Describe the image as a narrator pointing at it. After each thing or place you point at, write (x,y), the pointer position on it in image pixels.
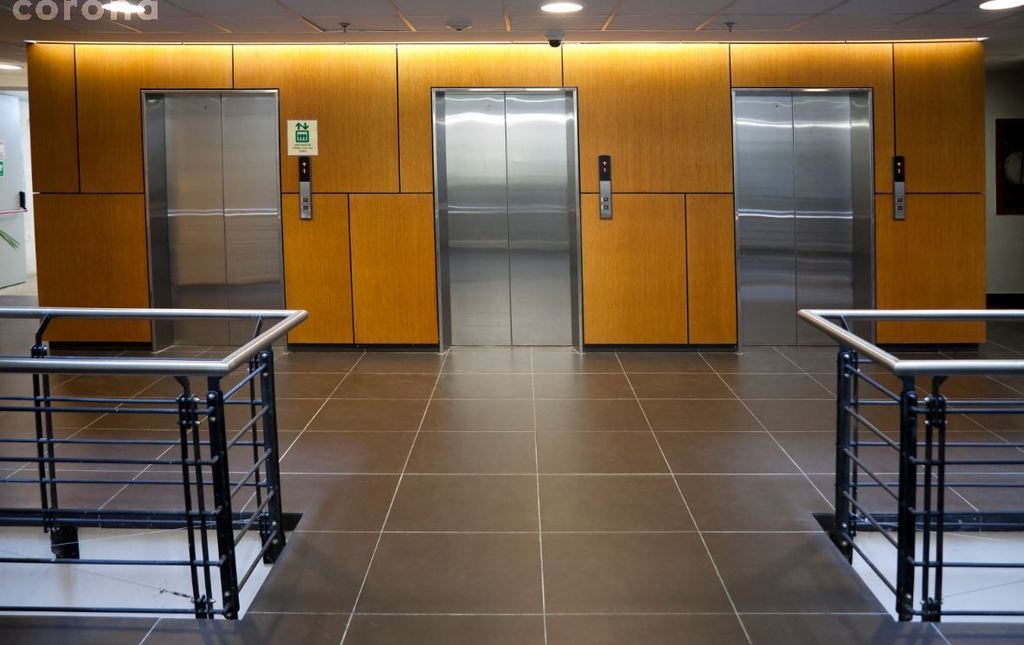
In this image, we can see the floor (712,414) and we can see three lifts (775,244).
